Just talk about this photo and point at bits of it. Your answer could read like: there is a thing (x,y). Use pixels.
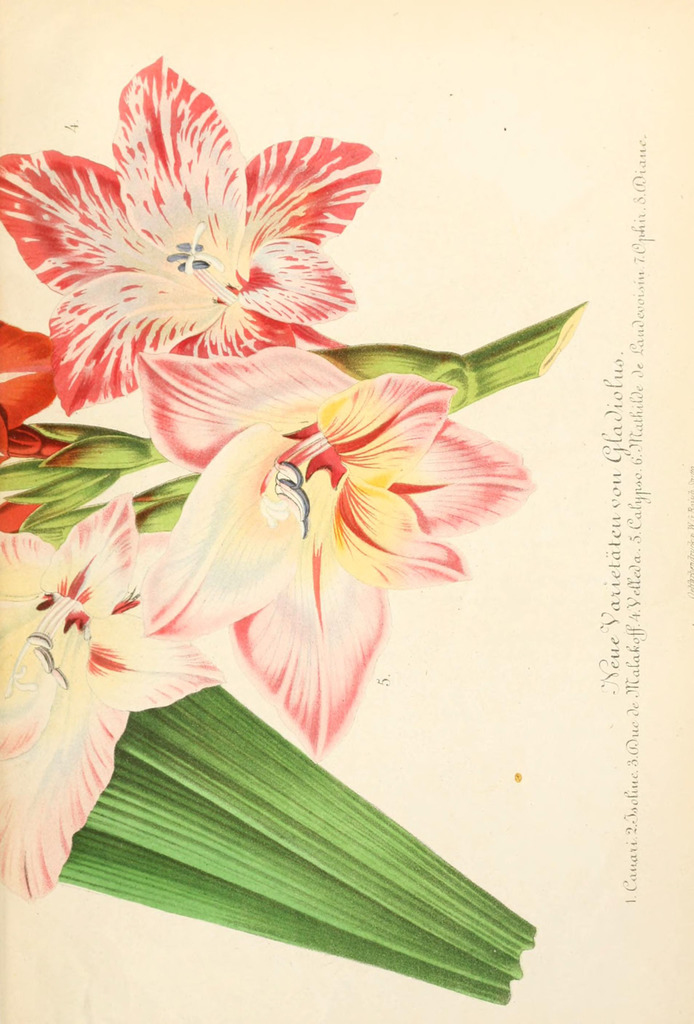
In this picture it looks like a painting of red & white flowers (241,387) with green leaves (276,790) on a cream color paper (555,915) with some text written on the right side (618,598).
